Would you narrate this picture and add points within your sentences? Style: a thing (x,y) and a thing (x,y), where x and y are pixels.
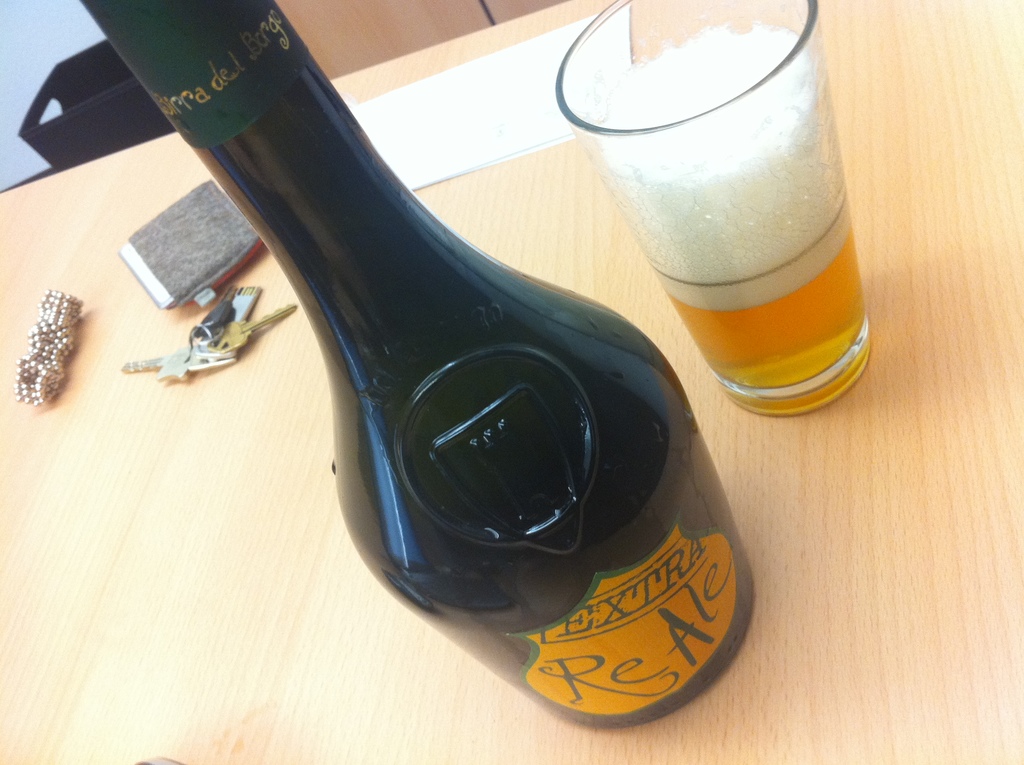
In this image I can see a bottle (423,390), a glass (763,294) and other objects (189,254) on a wooden surface (281,483). Here I can see some objects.
